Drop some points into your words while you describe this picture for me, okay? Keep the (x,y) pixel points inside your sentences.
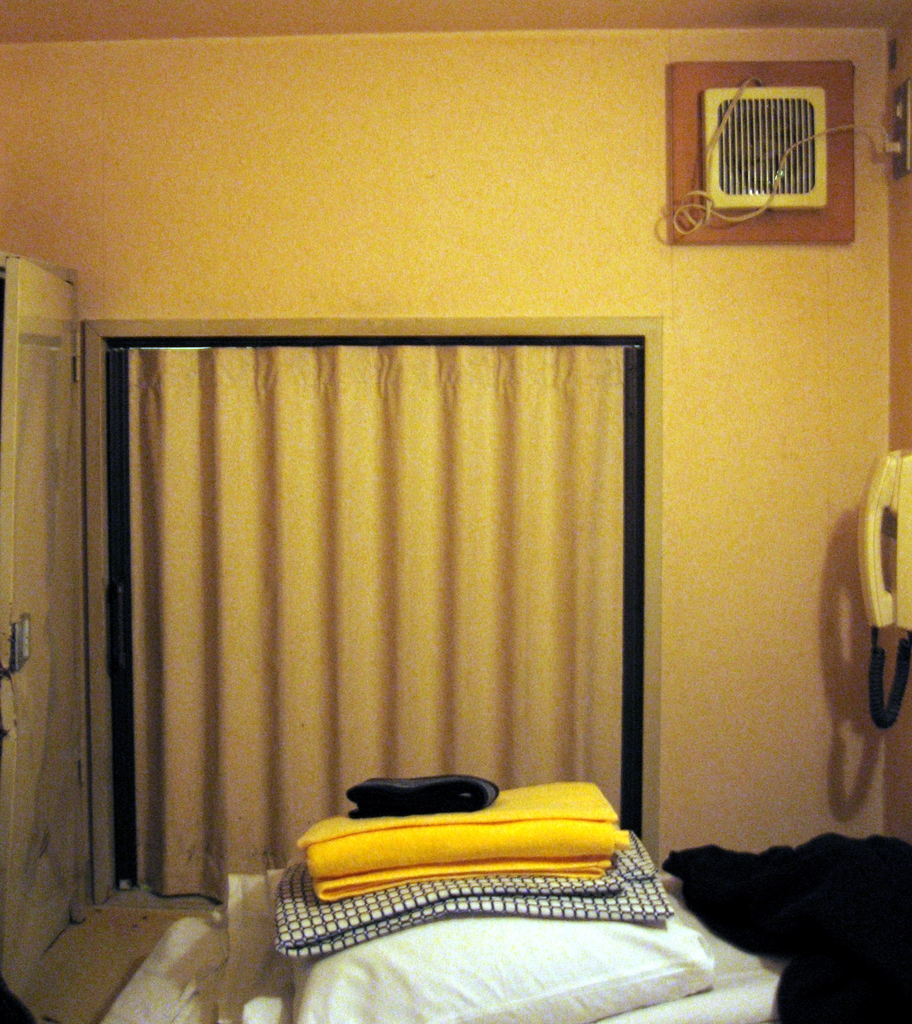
At the bottom of the image (459,995) there are pillows (602,1002) and some other things (574,859) on the bed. On the right corner of the image (812,895) there are black color clothes (763,903). Behind the bed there is a wall (728,423) with curtains (569,475). And on the right corner of the image (903,479) there is a telephone (883,498). And in the top right corner of the image (827,165) there is an air conditioner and a wire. On the left side of the image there is a wall (72,627).
